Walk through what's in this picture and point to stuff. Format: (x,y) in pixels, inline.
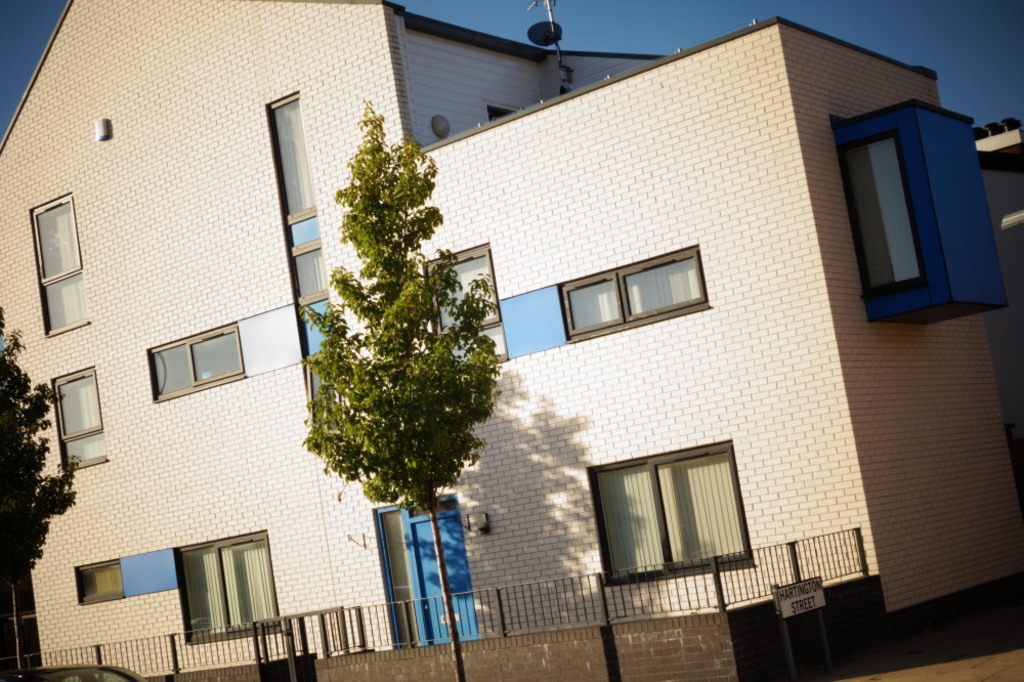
In this image I can see a white color building (750,482). In front of this building (147,437) there are two trees (316,427). On the top of the image (692,24) I can see the sky (618,36) in blue color.
